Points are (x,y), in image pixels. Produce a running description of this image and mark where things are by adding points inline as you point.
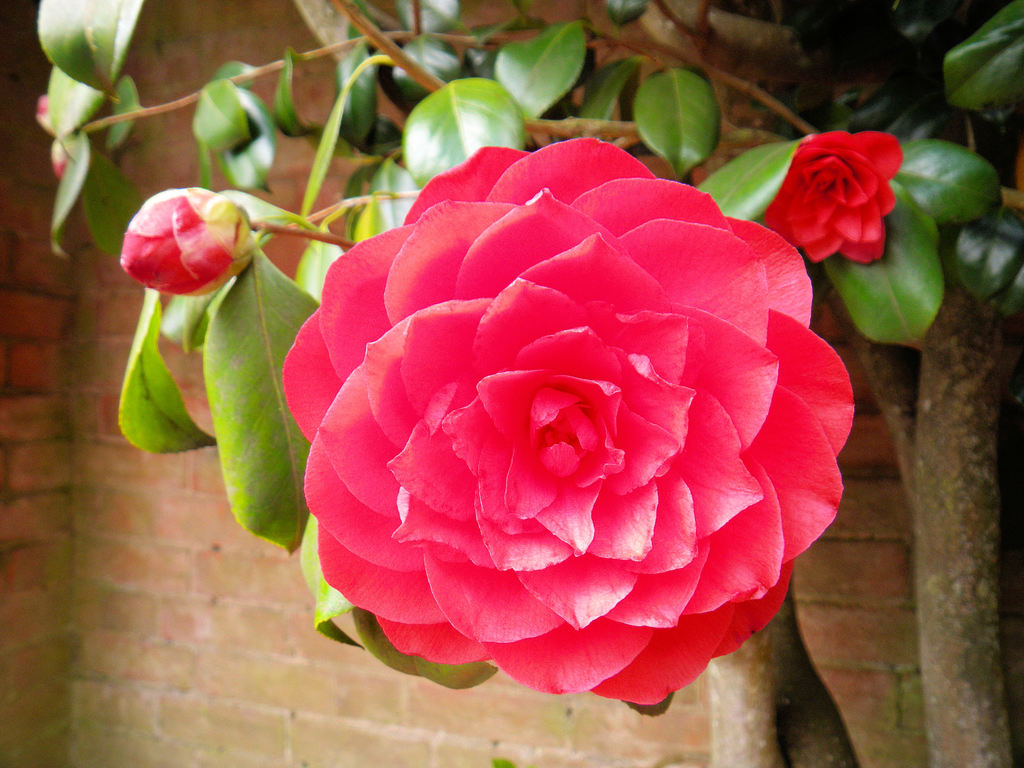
In this image we can see a plant (727,408) with some flowers (664,367) and the buds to it. We can also see a wall (317,699).
